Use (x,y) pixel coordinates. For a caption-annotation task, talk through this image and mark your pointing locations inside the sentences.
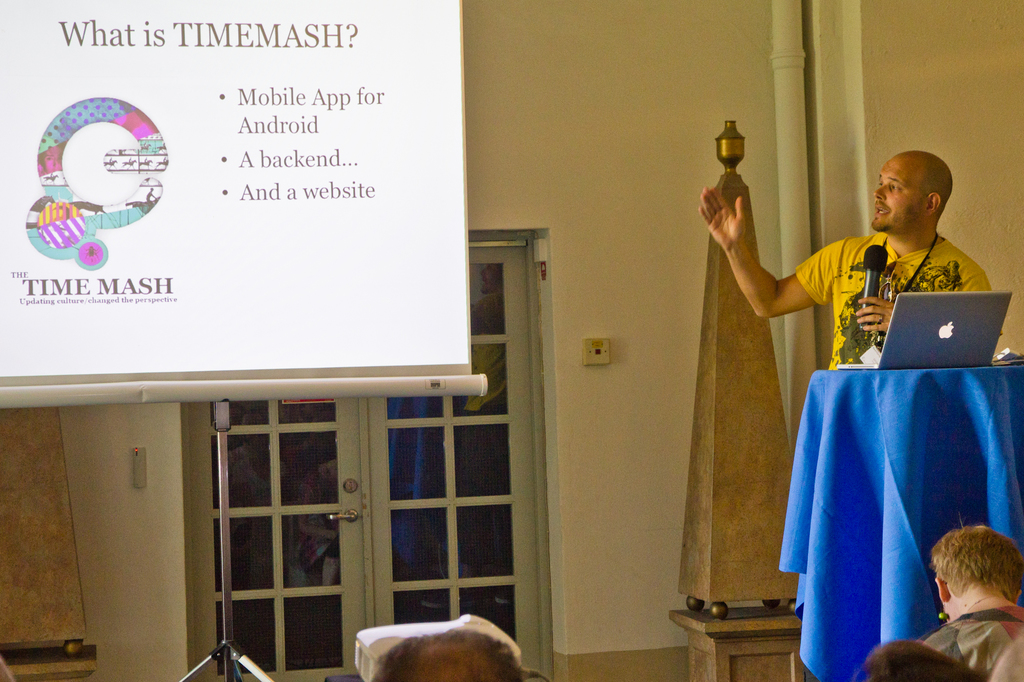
On the left side (224,323), there is a screen (179,165) attached to a stand (250,668), there is a projector (361,646) and a person (468,664). On the right side (963,571), there is a person (959,551) sitting and there is a person (900,155) in a yellow color T-shirt (824,271), holding a microphone (874,255), speaking and standing in front of the table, which is covered with a blue color cloth (835,380), on which, there is a laptop (906,336). In the background (279,482), there is a glass window (294,482), there are two statues (726,514) arranged and a pipe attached to a wall (760,64).
